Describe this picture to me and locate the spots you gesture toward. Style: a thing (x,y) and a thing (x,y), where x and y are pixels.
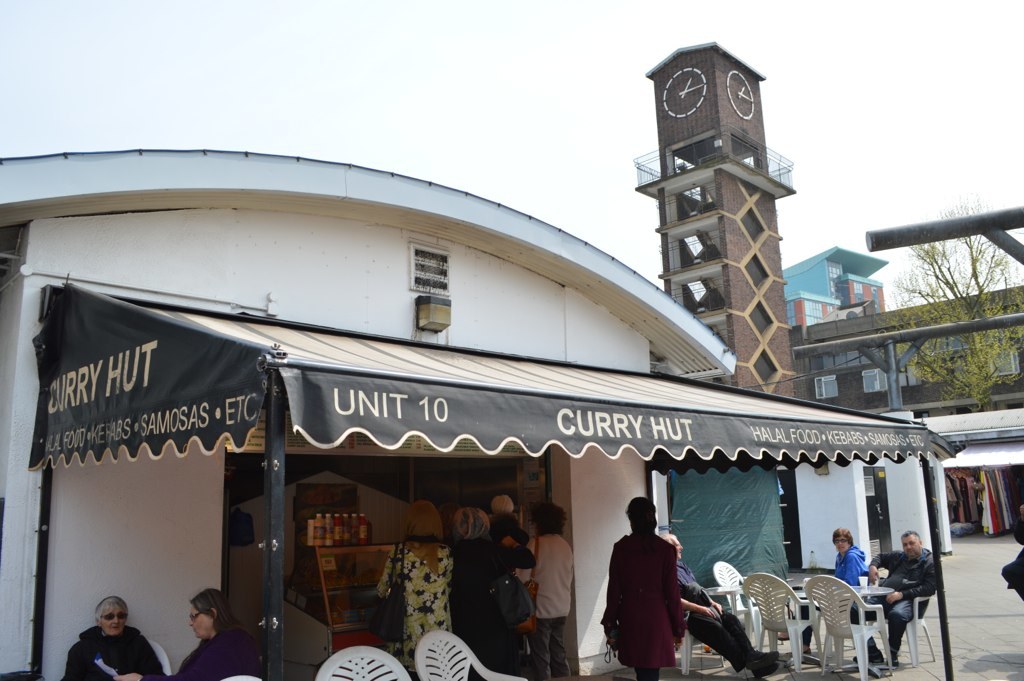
There is a group of people (690,583). Some people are sitting on a chairs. Some people (424,537) are standing. There is a shop (353,498). There is a bottles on a shop (426,492). we can see in background (768,149) tower (715,175), sky (868,174), buildings (859,304) and trees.
